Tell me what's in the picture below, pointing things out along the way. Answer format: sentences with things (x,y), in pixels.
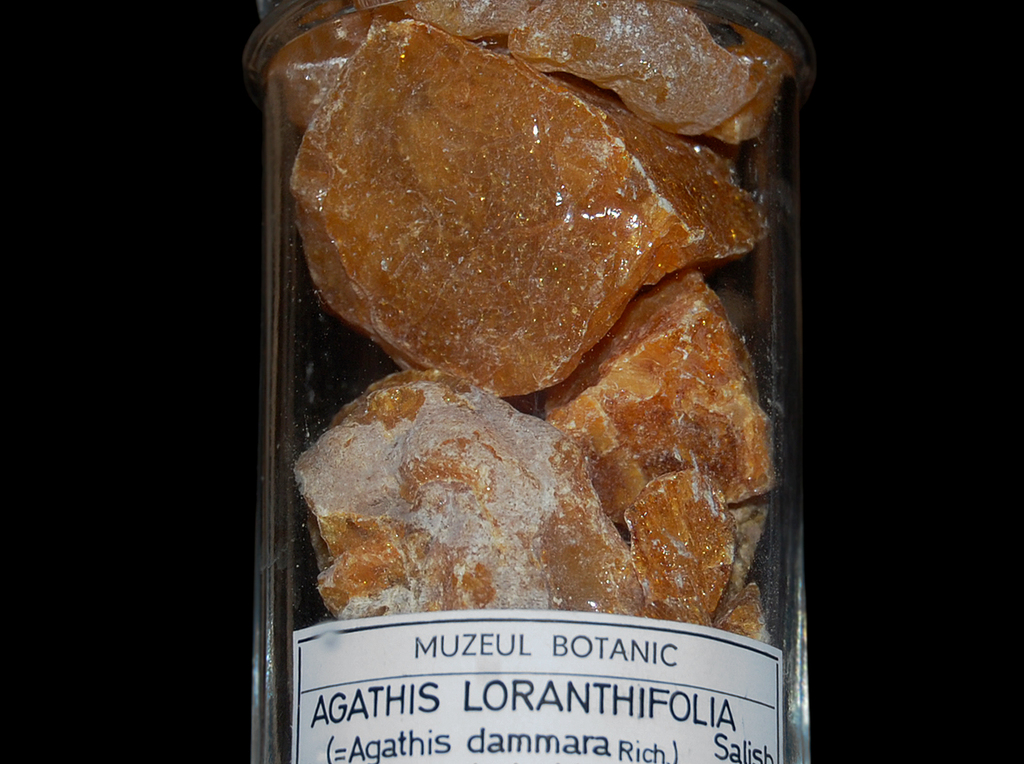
In this image there is a bottle (325,401), inside the bottle (272,352) there are stones (542,380) and there is some text (581,701) written on it.
